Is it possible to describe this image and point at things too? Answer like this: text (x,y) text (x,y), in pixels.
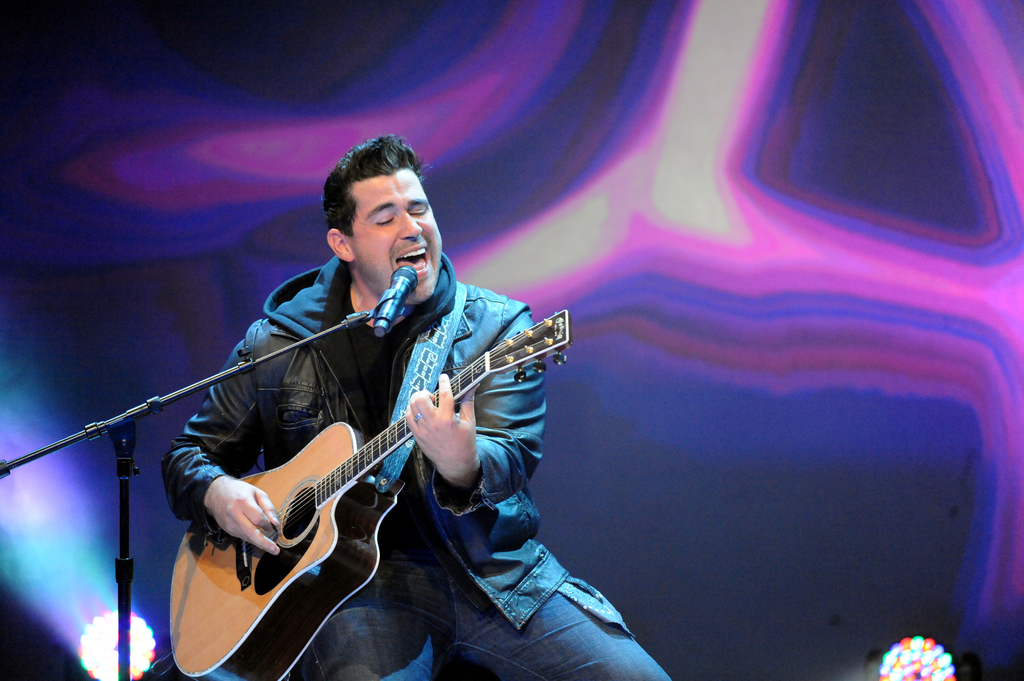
In the image we can see there is a man (396,557) who is sitting on a chair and he is holding a guitar (529,350). In Front of him there is a mike (388,304) with a stand (126,462) and he is wearing a black colour jacket (318,354).
